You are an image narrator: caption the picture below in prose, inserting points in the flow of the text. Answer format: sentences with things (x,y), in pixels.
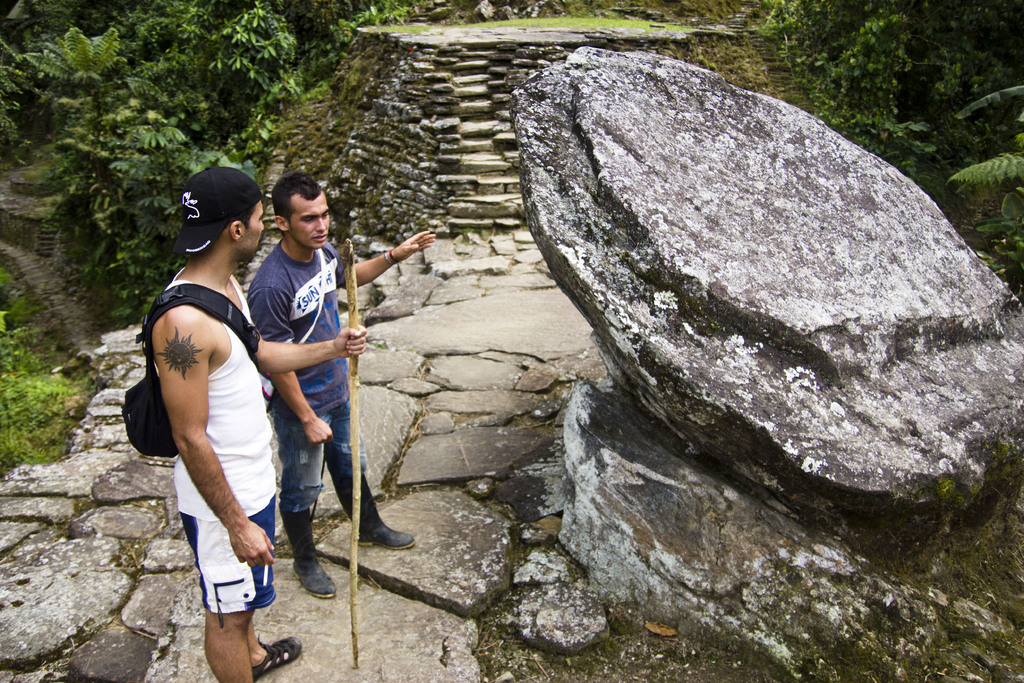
In this image there are two persons (285,233) standing, a person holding a stick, and at the background (82,149) there are plants (245,90), grass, rocks (663,613).
